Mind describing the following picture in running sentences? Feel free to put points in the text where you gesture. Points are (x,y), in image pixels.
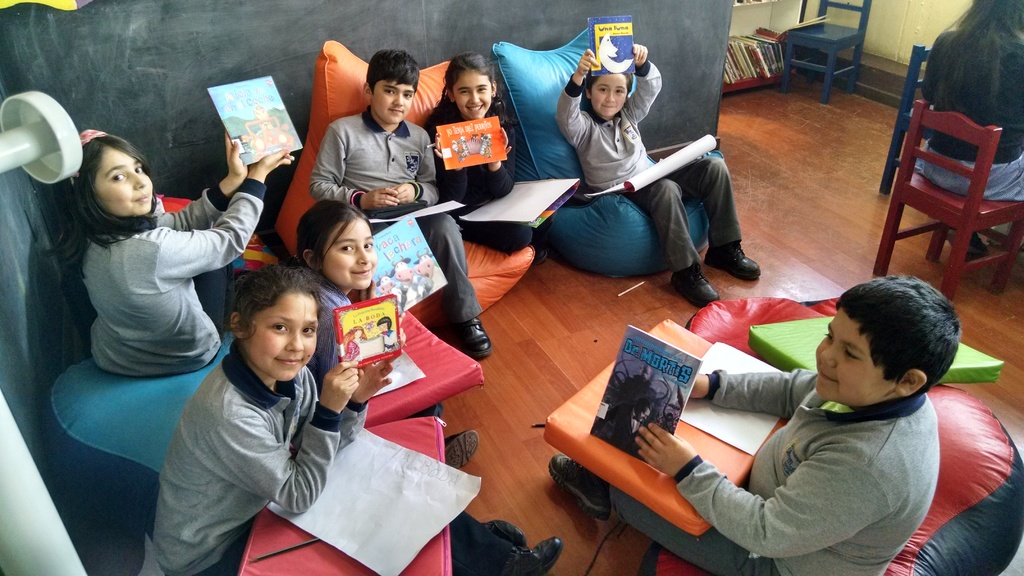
In this picture we can see a group of children (909,339) sitting on bean bags (522,90) and holding books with their hands (243,167) and smiling and in the background (938,165) we can see chairs (867,22), books (754,77) and a woman (949,74) sitting on a chair (933,195).
